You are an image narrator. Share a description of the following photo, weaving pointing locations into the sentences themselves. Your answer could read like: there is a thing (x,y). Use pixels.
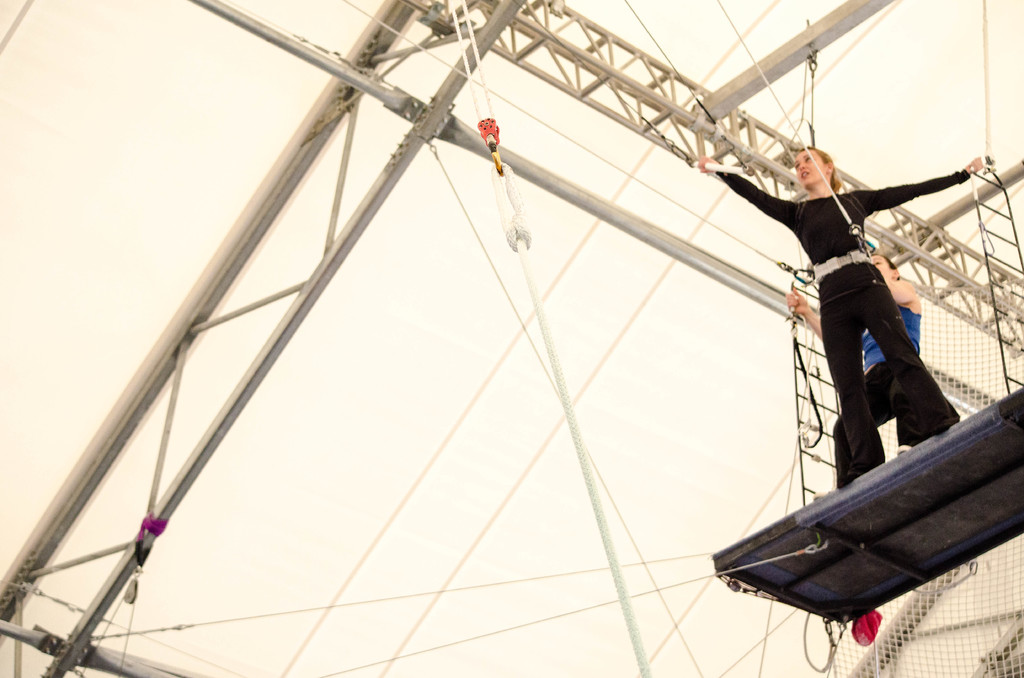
In this image there are two people (855,318) standing on an object (808,530), which is attached to some metal structure (580,24) and there is a net (943,367). In the background (440,462) there is a white ceiling (517,551).
